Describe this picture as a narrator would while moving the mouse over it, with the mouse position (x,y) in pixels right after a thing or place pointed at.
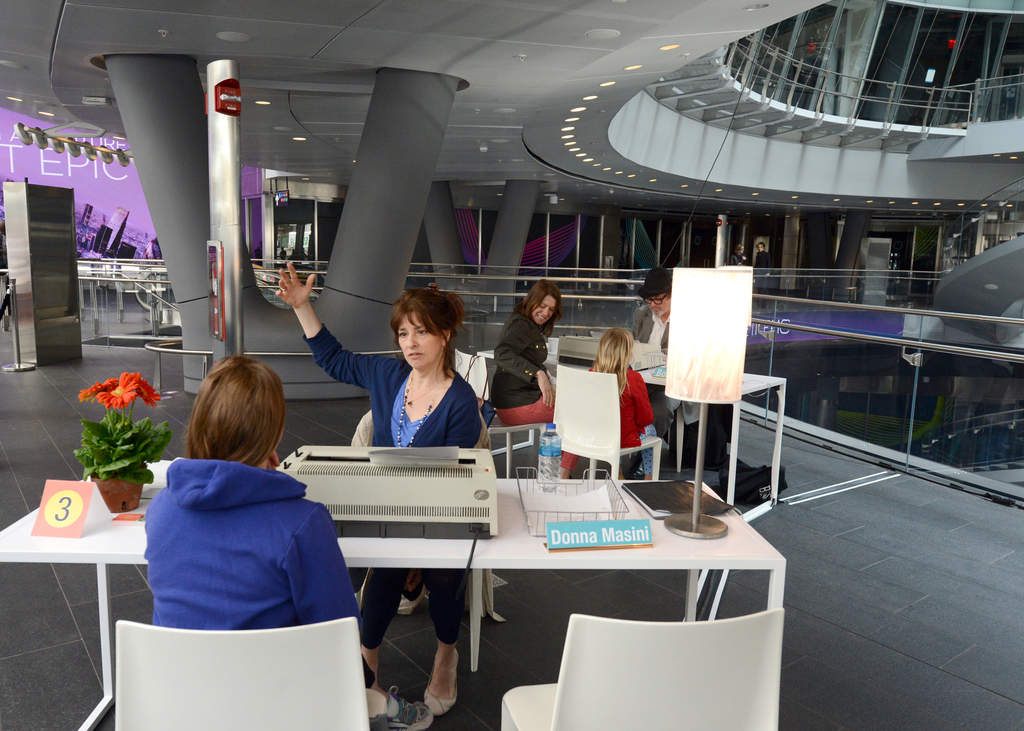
In the image we can see there are people (225,539) who are sitting on chair (463,370) and on table (499,495) there is a printer machine (481,481), water bottle (541,481) and a name plate (601,539).
